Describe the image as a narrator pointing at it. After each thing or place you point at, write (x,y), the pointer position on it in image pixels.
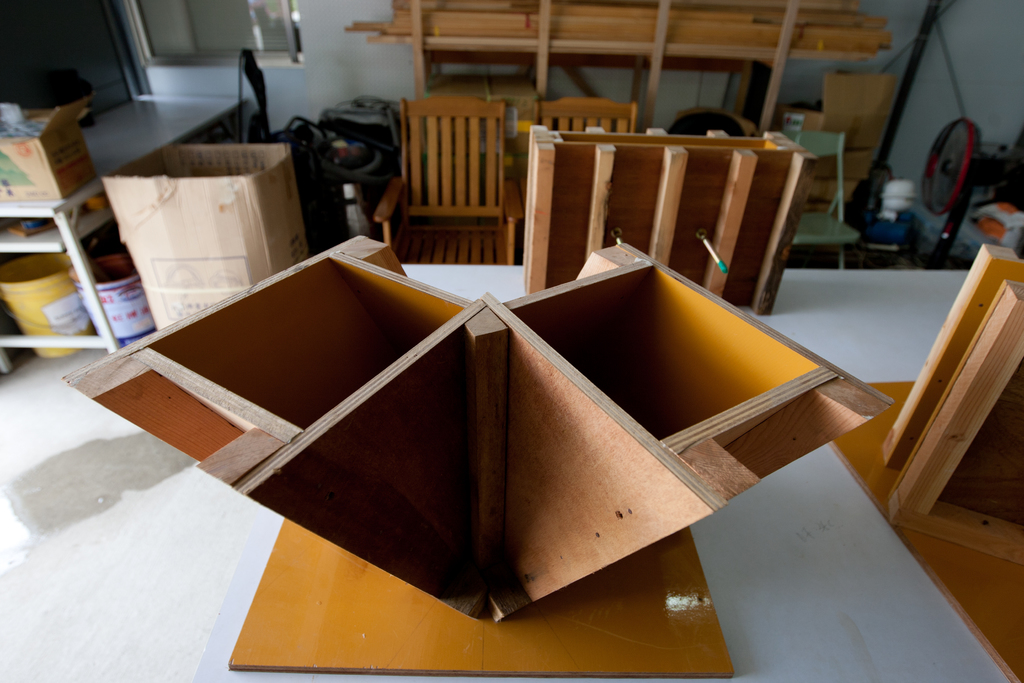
This is a picture taken in a room (123,574), on the table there are some wood items (633,400). Behind the wood items (474,349) there are chairs (433,173), cardboard boxes (221,228), bucket (45,314), wood sticks (494,36) and some items (847,201) and a wall (964,72).
